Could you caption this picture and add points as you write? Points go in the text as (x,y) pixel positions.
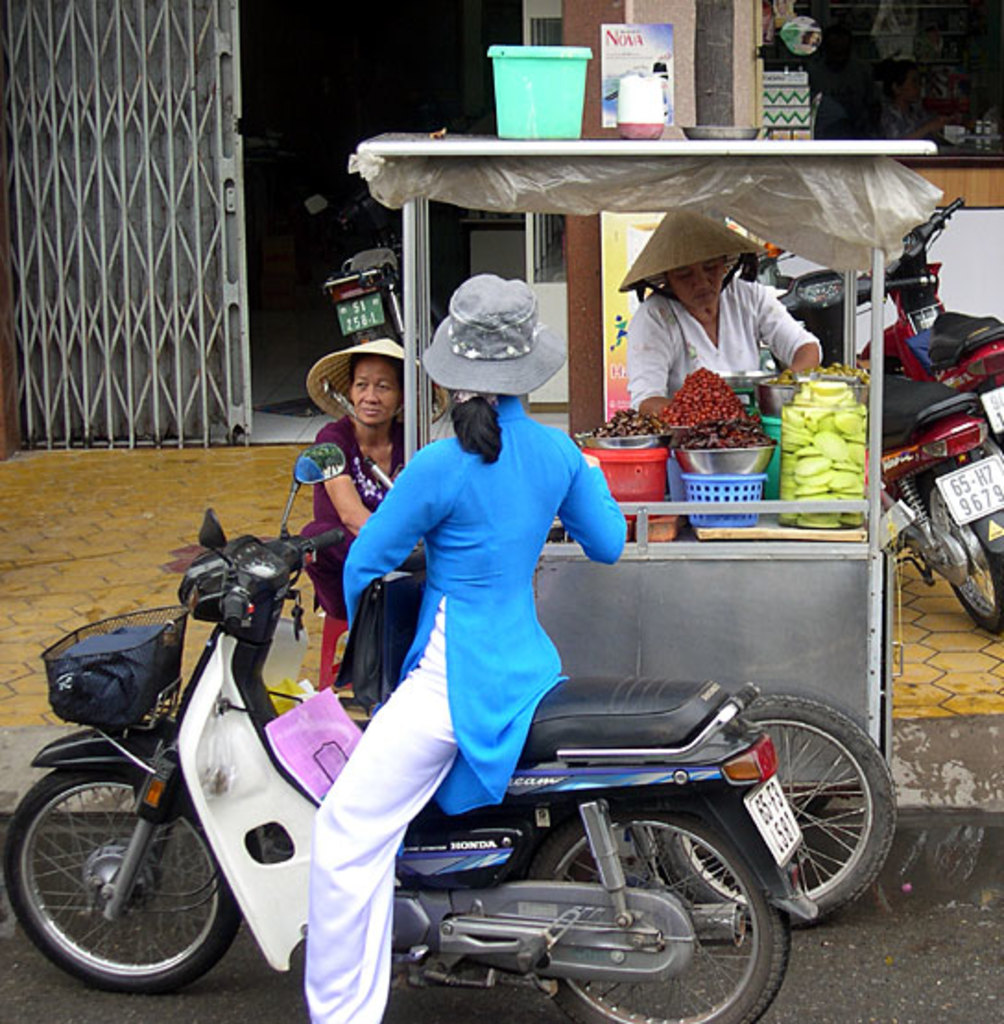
A woman (425,714) is on the bike (599,739). In the background (782,413) there is a store (638,489) with food materials (806,444), baskets,2 (627,476) women, a metal door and vehicles (971,442).
